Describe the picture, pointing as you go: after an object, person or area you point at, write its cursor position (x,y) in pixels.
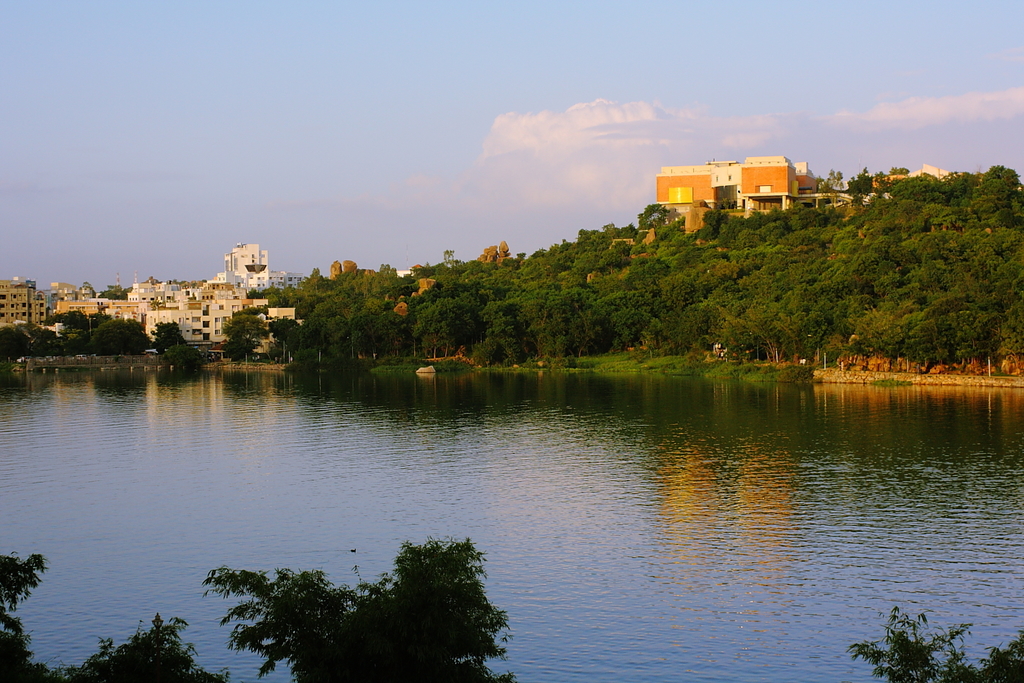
There is water (484,474). In the back (547,348) there are trees (638,279), buildings (265,256) and sky (426,104) with clouds (612,122).
